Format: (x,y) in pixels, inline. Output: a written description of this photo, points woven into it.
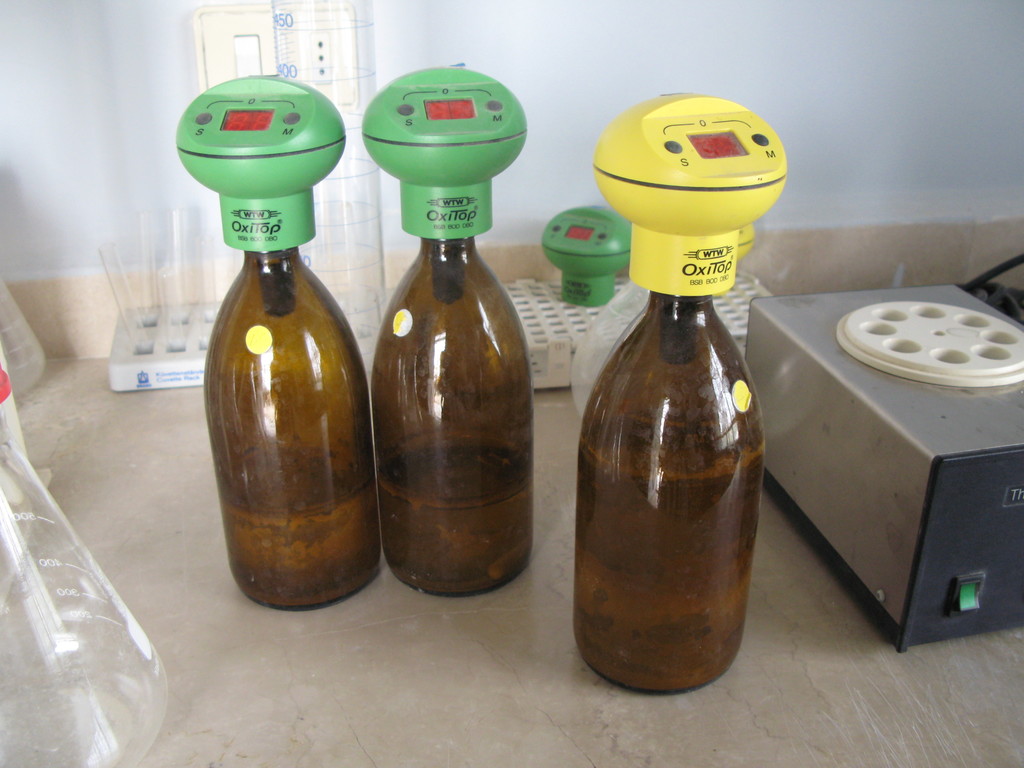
In this picture there are some bottles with some meters (292,175) fixed on it and there are some test tubes (143,281) behind it.
